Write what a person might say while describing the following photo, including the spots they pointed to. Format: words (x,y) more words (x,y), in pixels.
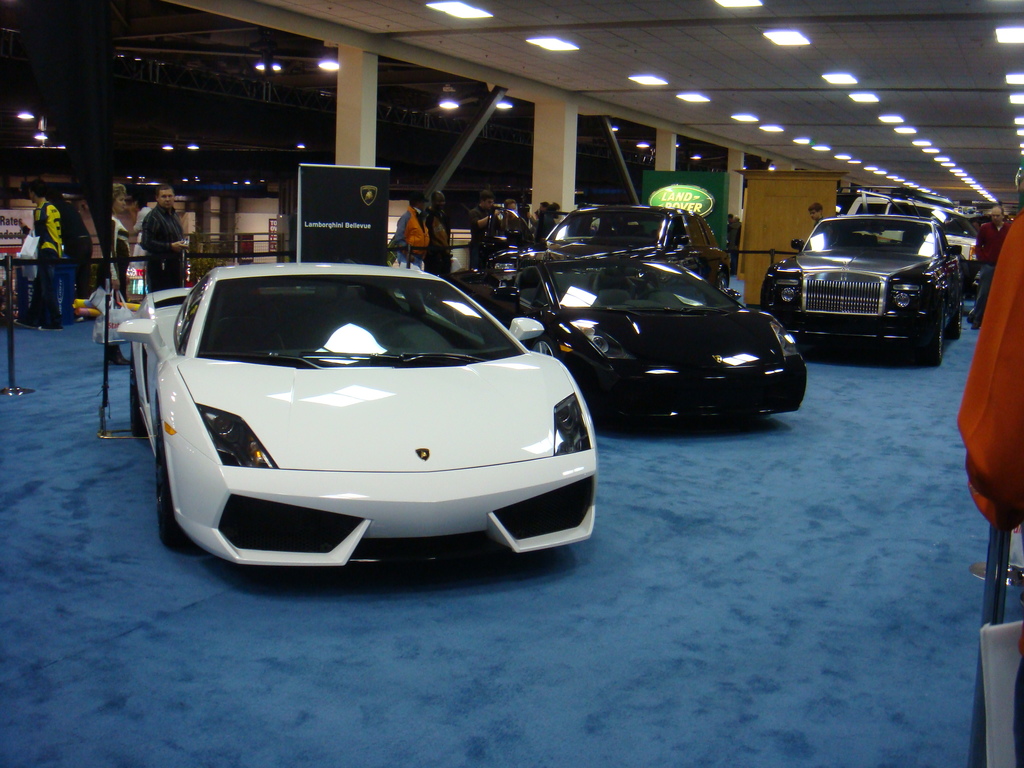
In the image I can see few vehicles (479,273) in different color and they are on the blue color floor (714,609). Back I can see boards (339,165), poles (375,135), lights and few people (162,227) around. Background (19,134) is dark.
